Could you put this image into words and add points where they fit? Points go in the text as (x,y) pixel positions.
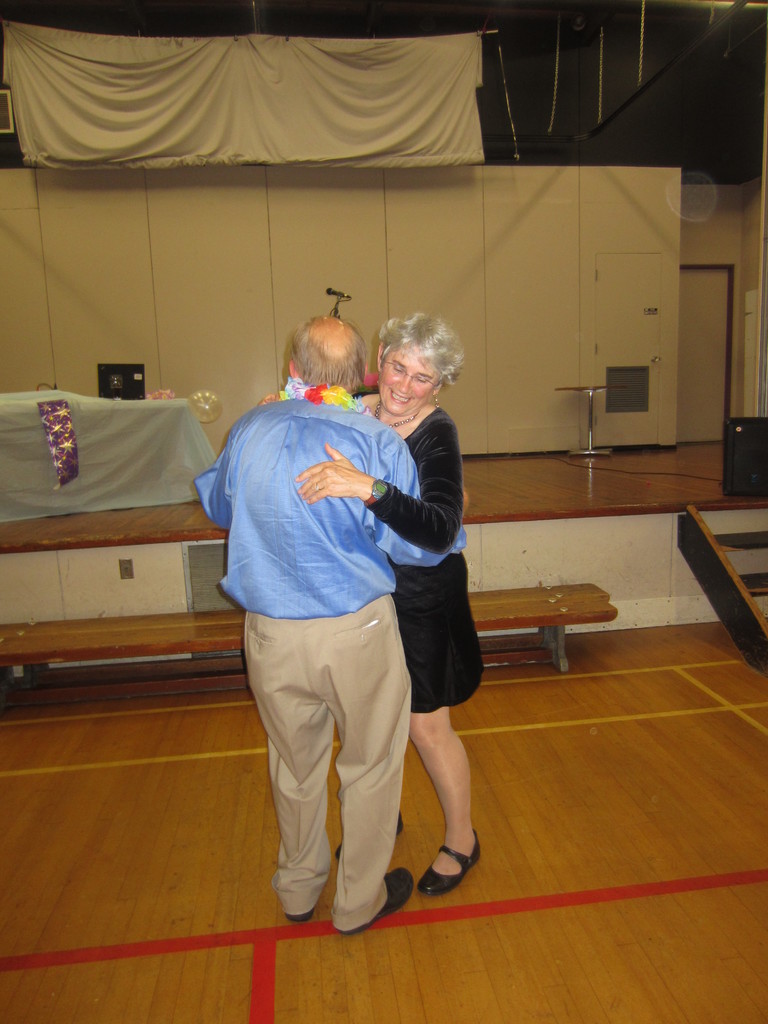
This picture is clicked inside the room (350,629). In the foreground (351,573) we can see a man (299,437) wearing a shirt (302,428), garland (320,400), standing on the floor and seems to be dancing with a woman (381,412) and a woman (422,400) is wearing a black color dress (424,446), smiling and standing on the floor (492,767). In the center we can see the stairway (764,584), speaker (736,487), table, bench (2,659) and some objects (153,437). In the background (713,249) we can see the wall (722,239), door (712,343), curtain (400,95), metal rods (599,120), microphone (332,292) and some other objects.
